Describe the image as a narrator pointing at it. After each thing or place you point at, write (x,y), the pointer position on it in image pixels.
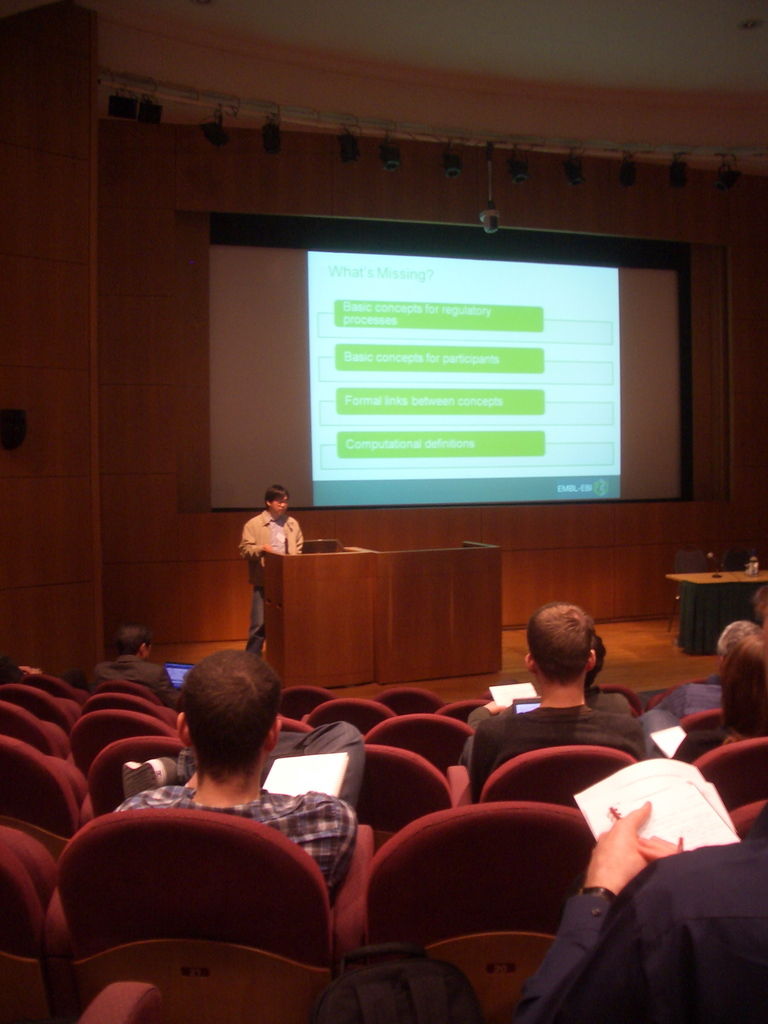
In a room (221,804) there are many people (553,729) sitting on the chair (452,852) and holding papers (291,787) in their hand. On the stage (394,632) there is a man (269,530) with brown jacket (259,545) standing in front of the podium (294,557). To the right side of the stage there is a table (676,580). In the background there is a screen (334,414).
